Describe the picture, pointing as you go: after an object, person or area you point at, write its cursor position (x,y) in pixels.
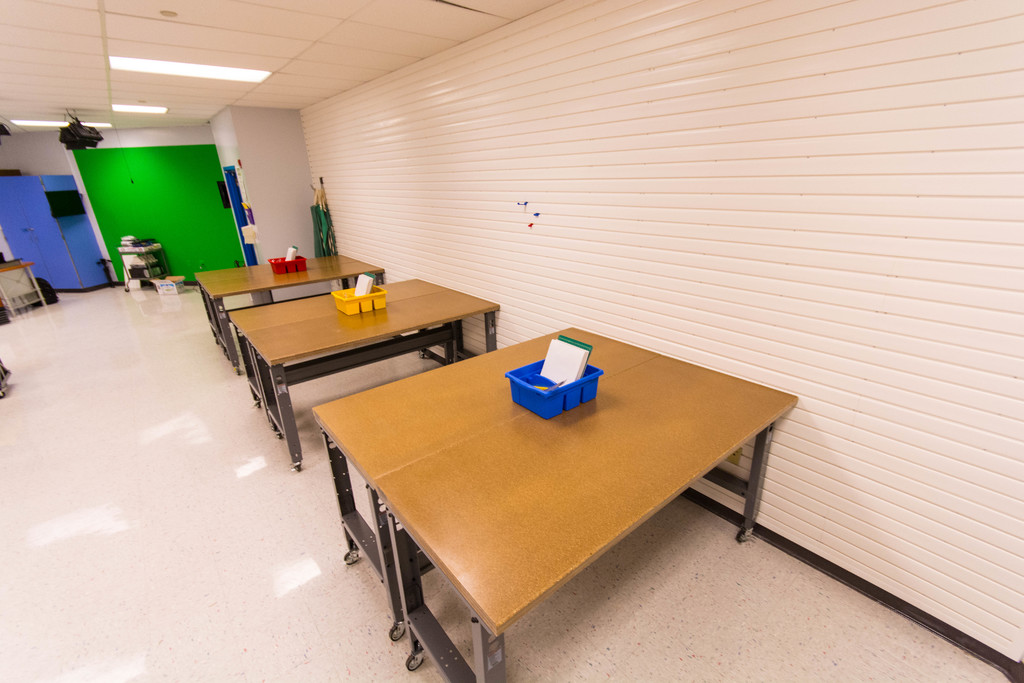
In this image, there are three wooden tables (561,460) with the baskets (293,270) on it. This is a kind of a rack (138,275). I can see a cardboard box (170,288), which is placed on the floor (170,302). This is an object (76,139), which is hanging. I think these are the boards (203,220), which are blue and green in color. I can see few objects (322,225), which are at the corners of the room (29,280). At the top of the image (215,68), I can see the ceiling lights (126,109), which are attached to the ceiling (226,58). This is the wall (846,435).
